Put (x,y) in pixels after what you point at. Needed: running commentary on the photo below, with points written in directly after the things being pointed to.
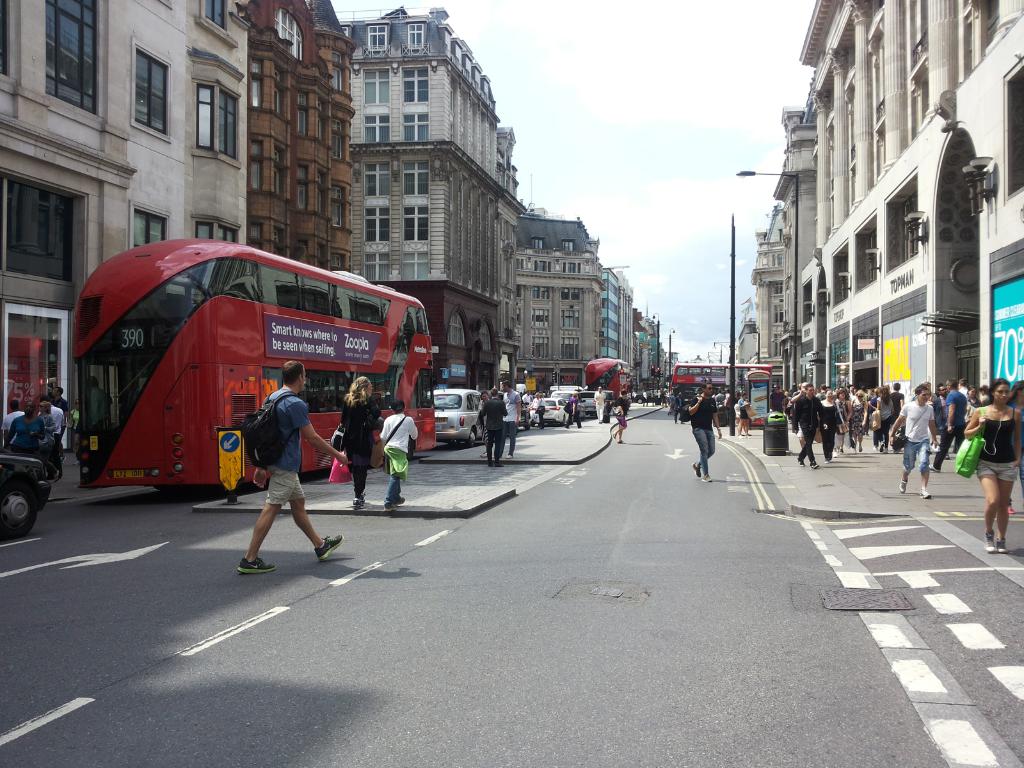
In the image there is a road (627,533) and there are a lot of people (710,403) moving around the road (653,453), there is a footpath (919,491) on the right side (920,489) and there are few vehicles (342,372) on the left side (331,378), around the road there are many buildings (912,377).
